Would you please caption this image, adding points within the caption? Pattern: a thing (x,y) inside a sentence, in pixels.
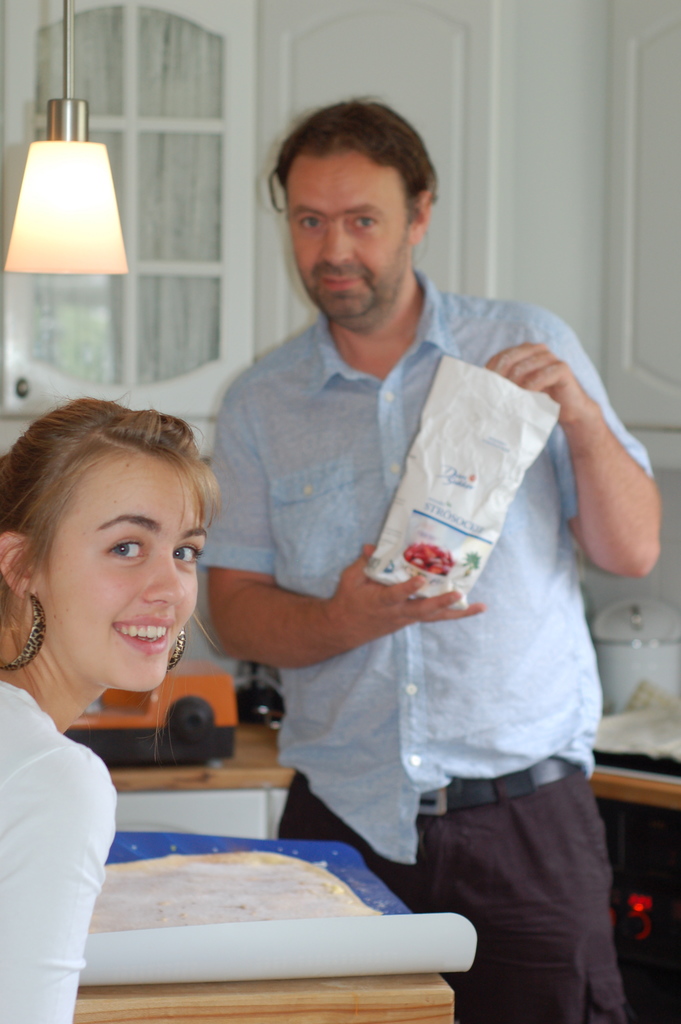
In this image I can see a woman (177,499) in the front (7,882) and in the background (414,754) I can see a man (566,557) is standing. I can see smile on her face (123,591) and in the background (438,380) I can see he is holding a paper bag (521,441). I can also see few tables (234,1005) and on these tables (244,990) I can see a few stuffs (635,685). On the top left side of this image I can see a light (108,177) and in the background (453,88) I can see a white colour door (85,347).
